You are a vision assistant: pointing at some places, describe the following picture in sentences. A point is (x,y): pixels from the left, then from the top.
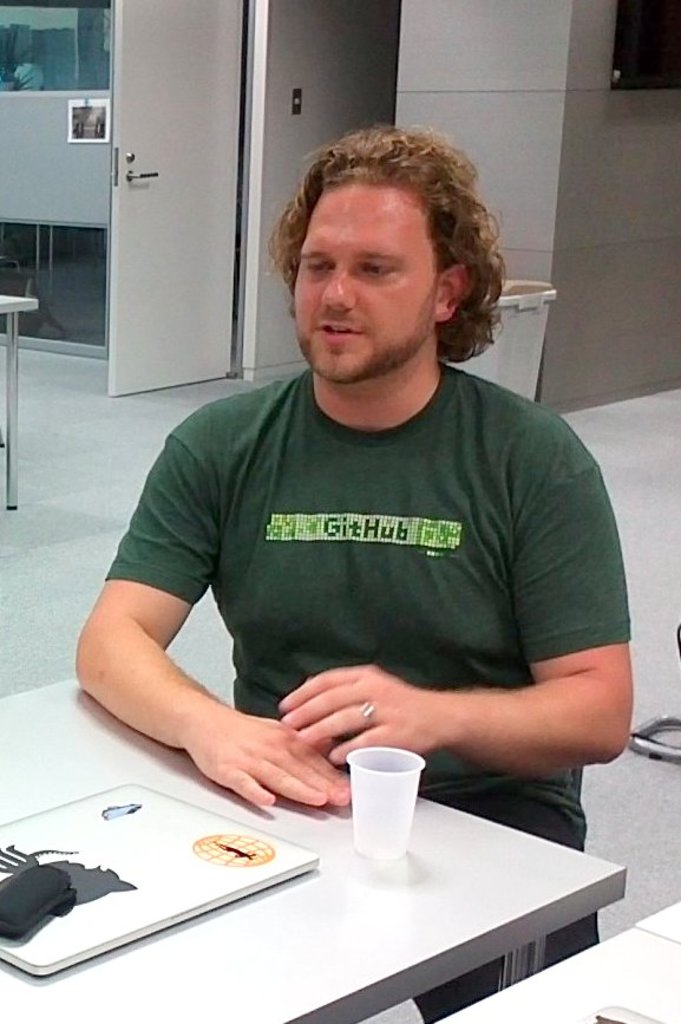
In the image we can see there is a man (423,356) who is sitting on chair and on table (274,906) there is a glass (395,809) and a laptop (143,920).
